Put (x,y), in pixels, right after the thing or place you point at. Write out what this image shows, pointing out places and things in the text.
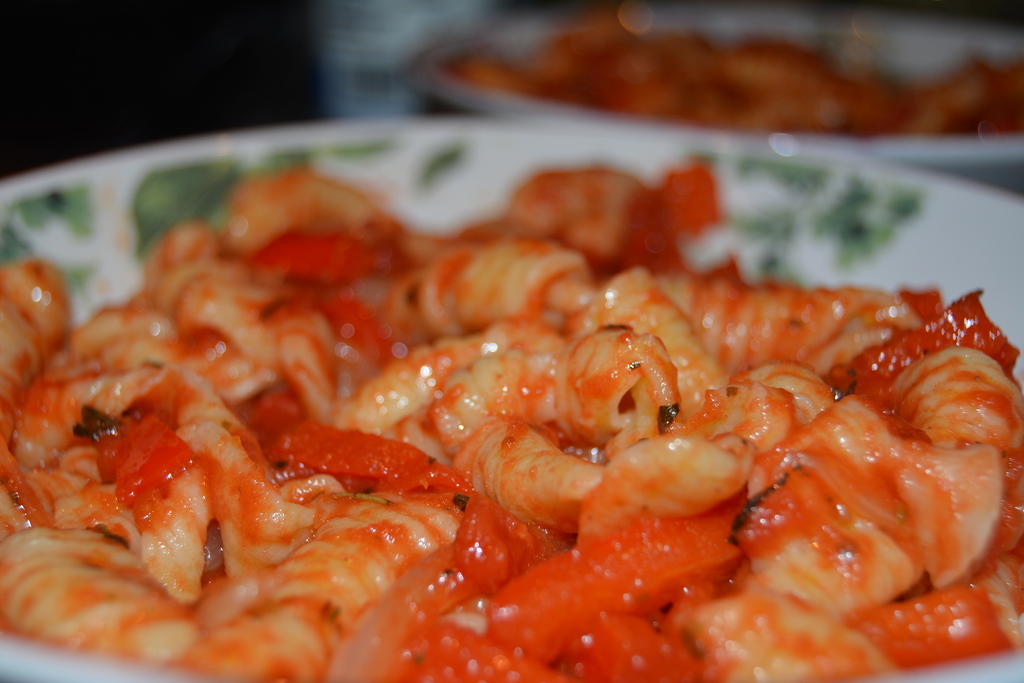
In this image I can see the plates (173,186) with food (412,317). The plates (431,210) are in white and green color and the food (586,340) is in cream and red color. And there is a blurred background (430,6).
